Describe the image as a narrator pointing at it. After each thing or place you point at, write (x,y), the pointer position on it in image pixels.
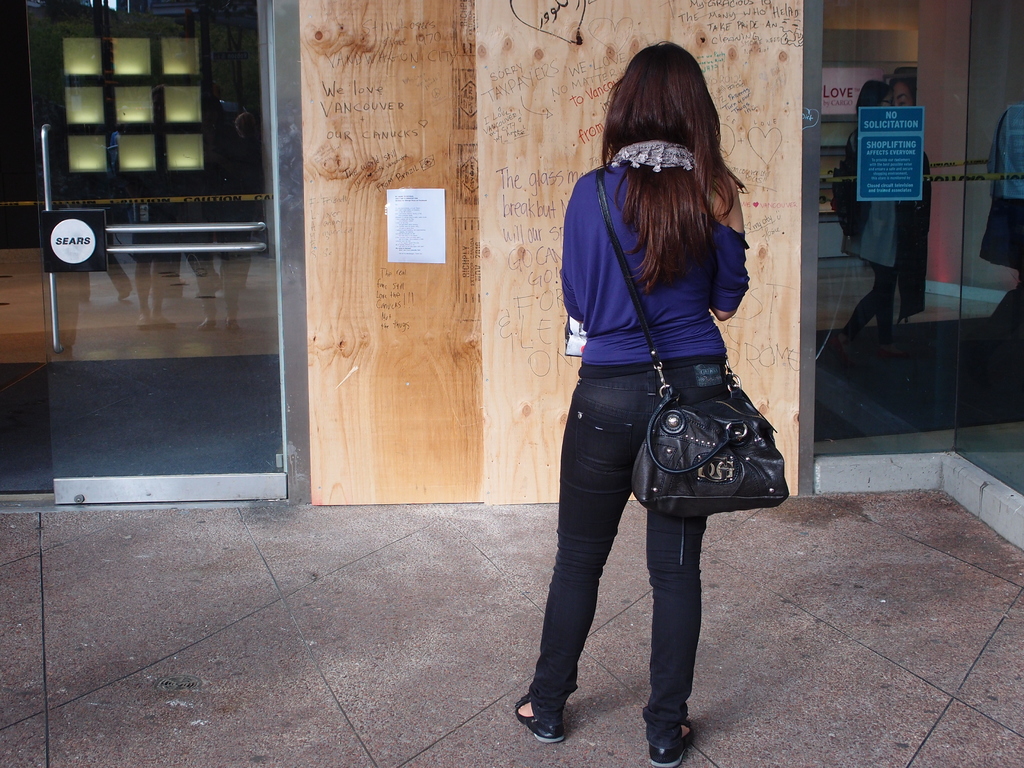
In this image there is a woman (647,67) standing towards the right (707,118). She is wearing a blue t shirt (679,343), black jeans (552,650) and carrying a bag (623,270). She is facing backwards. Behind her there is a wall (685,40) with some text (334,205) written on it. Towards the left (76,192) there is a glass door (259,167), towards the right (891,50) there is a glass wall (872,426).
